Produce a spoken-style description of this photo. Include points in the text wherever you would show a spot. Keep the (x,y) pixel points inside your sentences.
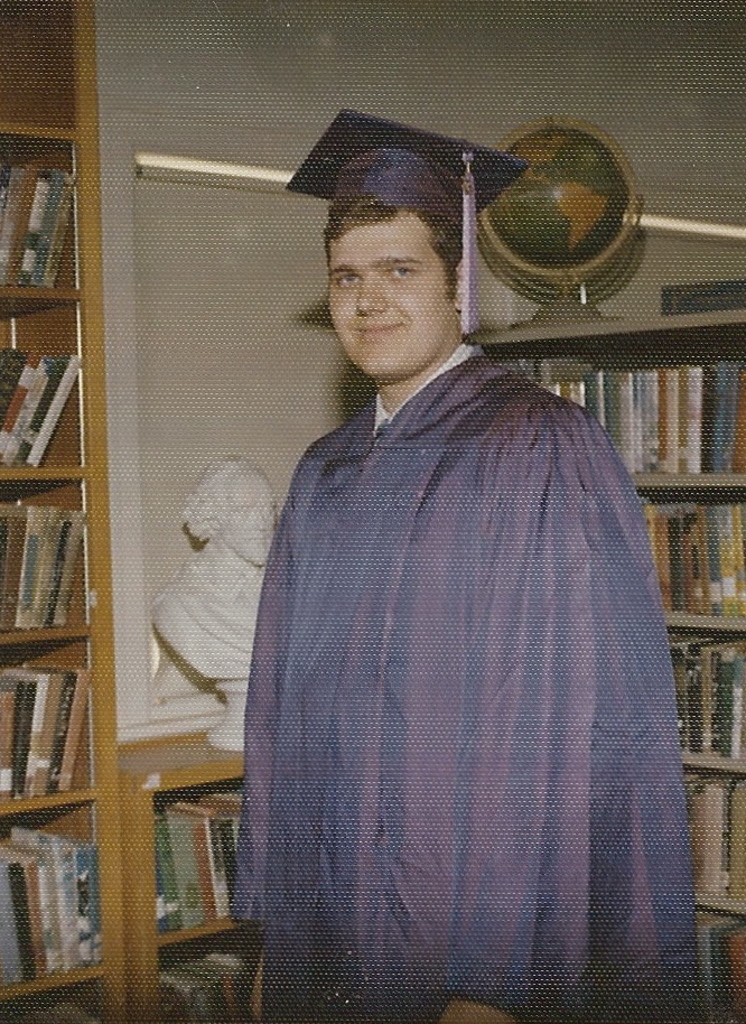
In this picture I can see a person (352,554) wearing academic dress (402,436). I can see a number of books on the racks (113,724). I can see the statue (211,589). I can see the globe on the right side (602,217).
